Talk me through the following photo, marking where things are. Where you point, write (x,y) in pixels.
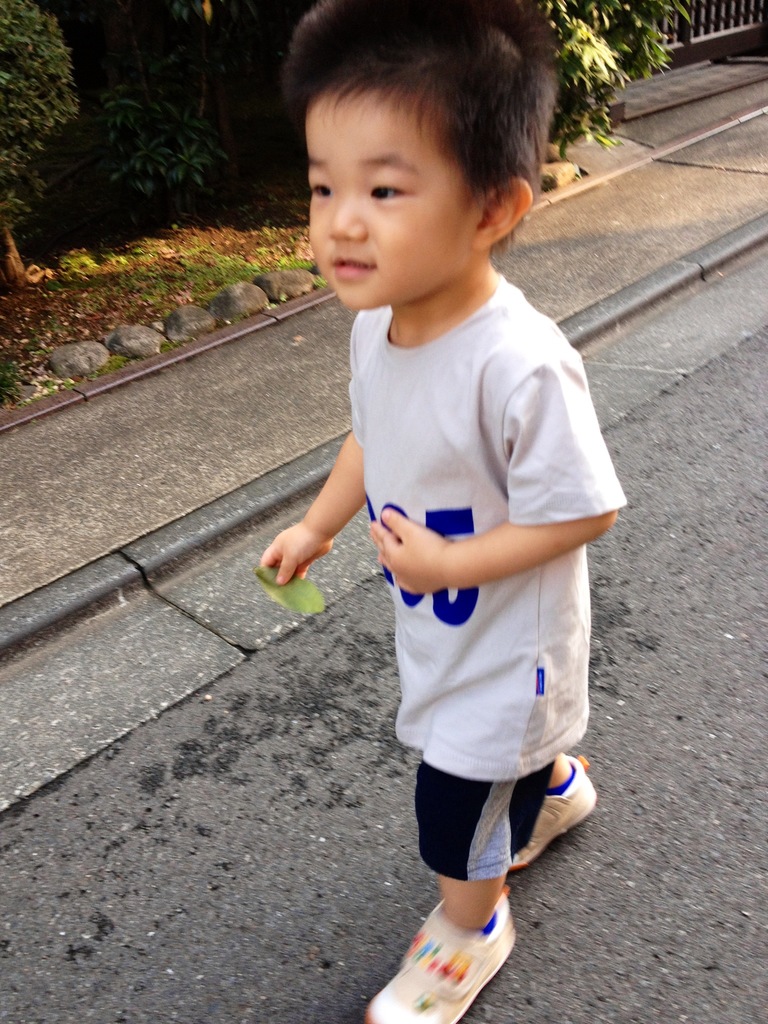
In this image, I can see a boy (566,753) standing on the road (406,791). In the background (14,58), there are plants (202,21) and rocks (305,282).
